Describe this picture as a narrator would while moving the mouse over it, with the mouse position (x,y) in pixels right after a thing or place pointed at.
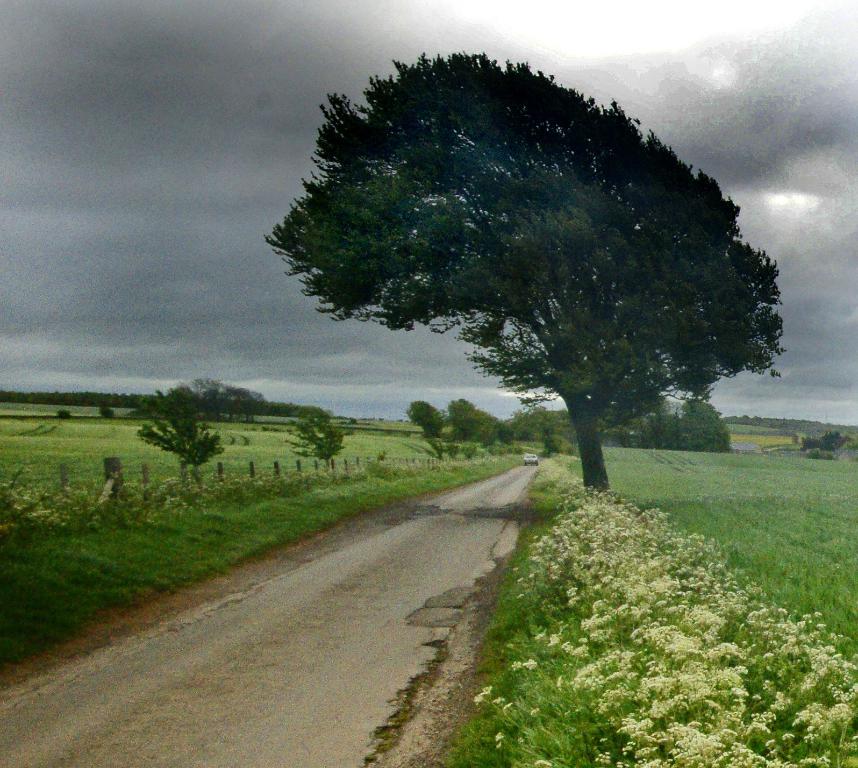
In this picture I can observe road (344,582). On either sides of the road (513,480) I can observe some plants (638,665), grass (378,444) and trees (447,313). In the background (138,237) I can observe clouds (162,218) in the sky (198,233).
